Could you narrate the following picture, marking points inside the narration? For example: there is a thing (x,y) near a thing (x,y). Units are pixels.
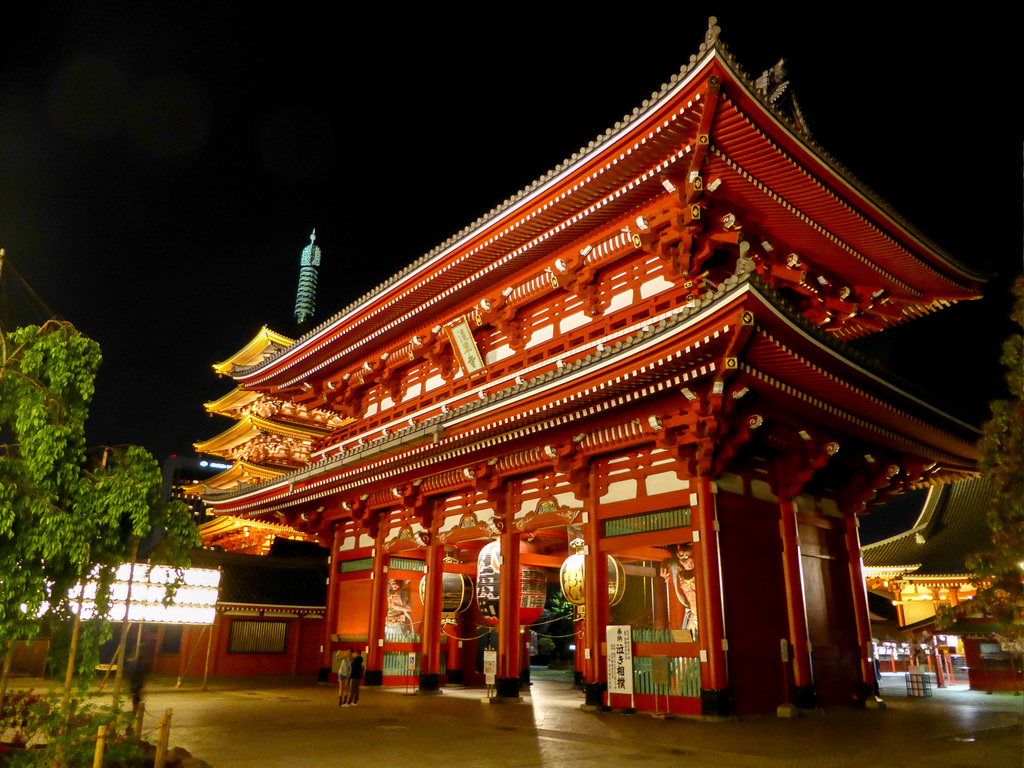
In this image there is a building (580,347), there is a building (944,521) truncated towards the right of the image (937,543), there are trees (1014,483) truncated towards the right of the image (1008,571), there are trees (109,496) truncated towards the left of the image (40,606), there are lights (111,598), there is a board (617,687), there is text (618,635) on the board (620,660), there are pillars (434,647), there are two persons (359,666) standing, the background of the image (298,148) is dark.
